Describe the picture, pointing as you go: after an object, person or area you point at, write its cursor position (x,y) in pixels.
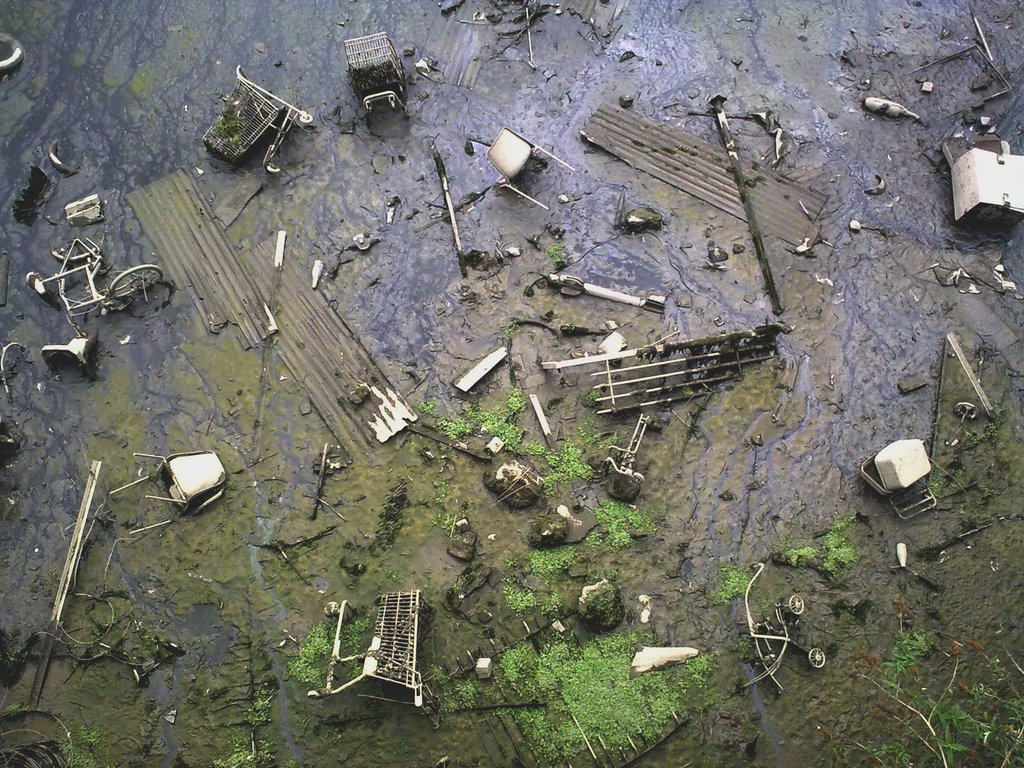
In this image we can see wastage particles (606,385) on the wet mud (199,529) and on the surface (478,222) we can see algae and we can see chairs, metal objects (263,108), bicycle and other objects (549,283).
